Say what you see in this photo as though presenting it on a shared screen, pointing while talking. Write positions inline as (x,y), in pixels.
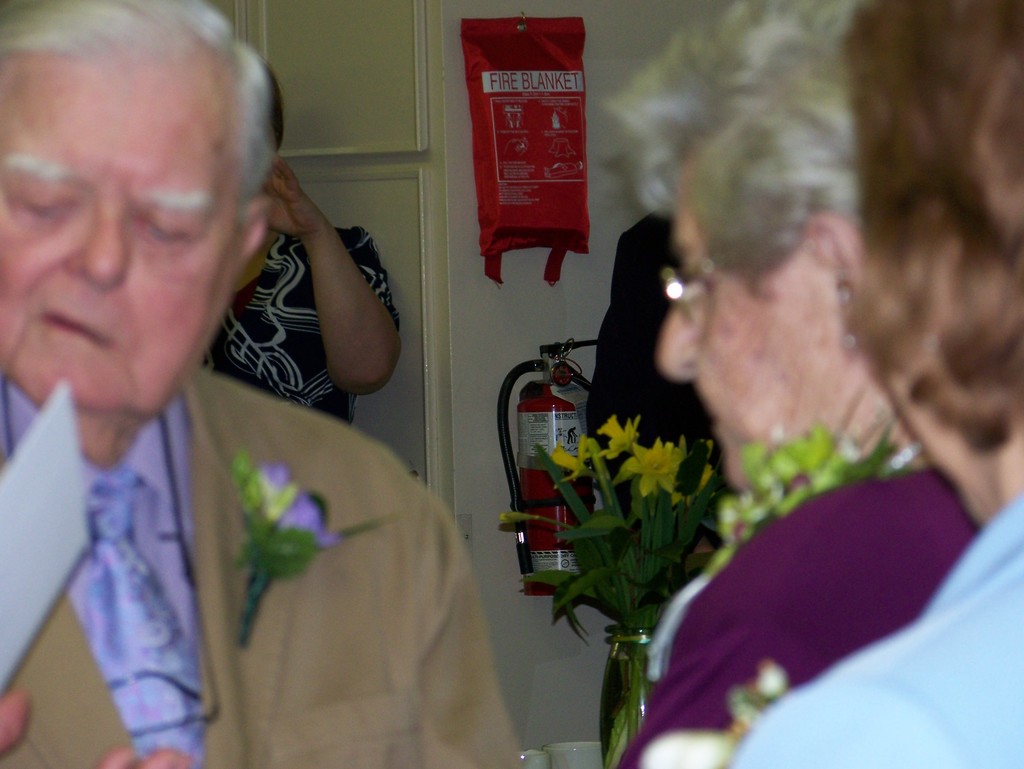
In this image we can see few persons (456,583) and on the left side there is a paper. In the background (325,310) there are few persons (374,361), fire extinguisher (548,352) and a bag (563,137) hanging to an hanger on the wall (534,348), flower vase (601,722), cups (562,744) and other objects (428,263).
